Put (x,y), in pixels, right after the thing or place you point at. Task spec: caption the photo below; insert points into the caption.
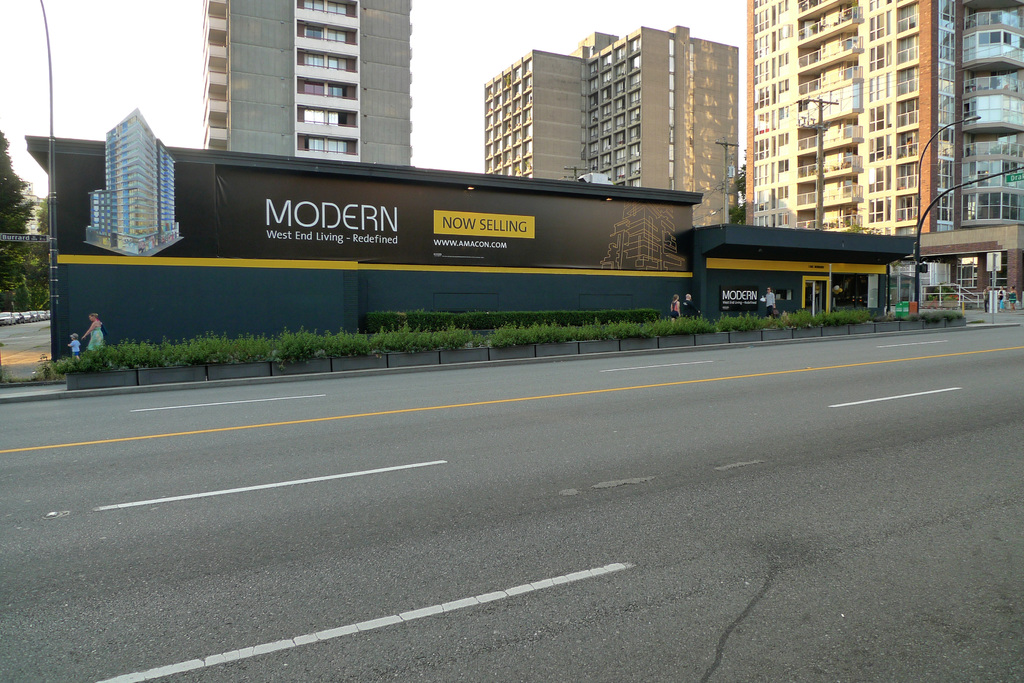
In this picture I can see group of people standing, there are vehicles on the road (984,504), there are plants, buildings (761,202), trees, poles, and in the background (472,89) there is sky (720,36).
